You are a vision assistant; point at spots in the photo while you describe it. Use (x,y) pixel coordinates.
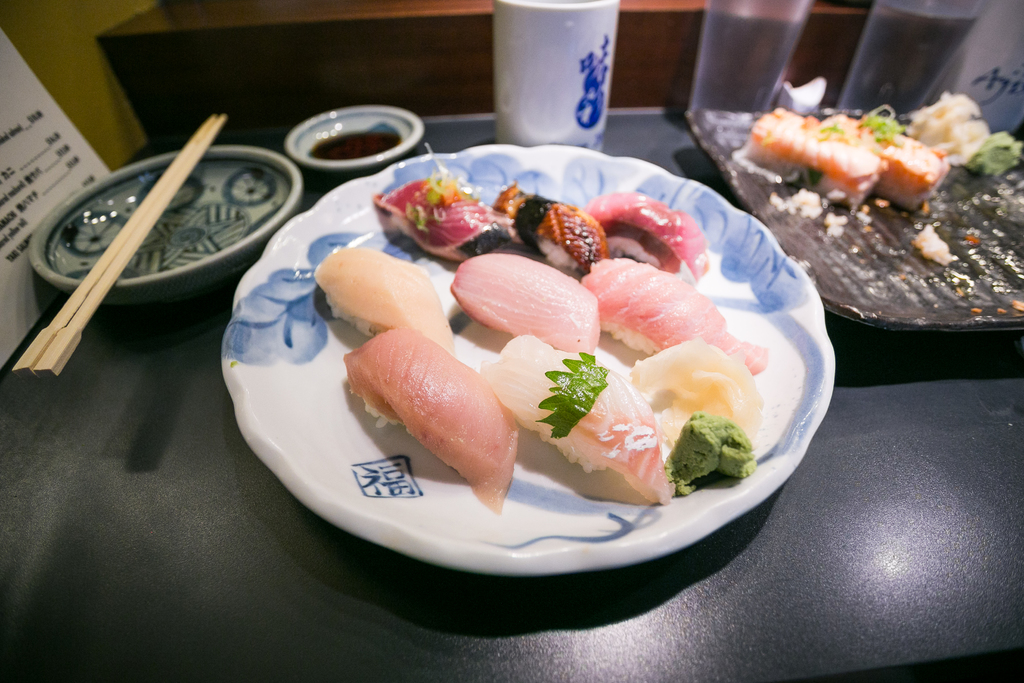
There is a plate (462,346) with food (571,287) in it. chopsticks (85,293), menu card (20,157), glasses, cup (559,62) and a bowl (418,135) on a table (103,394).
